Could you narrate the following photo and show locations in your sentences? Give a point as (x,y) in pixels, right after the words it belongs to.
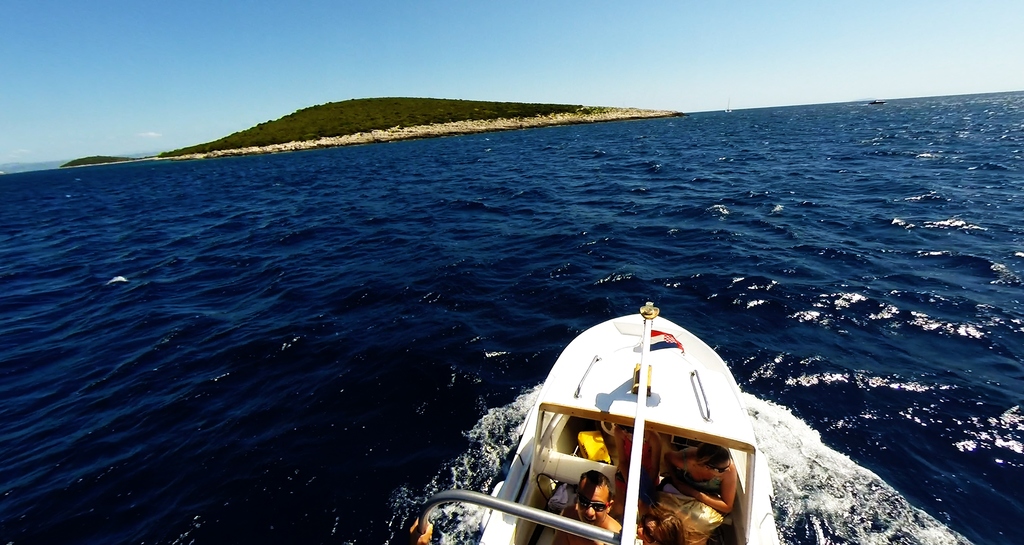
There are few people (593,511) riding on the boat (622,388) on the water (534,200). In the background (64,155) there are trees (284,120), mountain (504,122) and sky (242,49).
